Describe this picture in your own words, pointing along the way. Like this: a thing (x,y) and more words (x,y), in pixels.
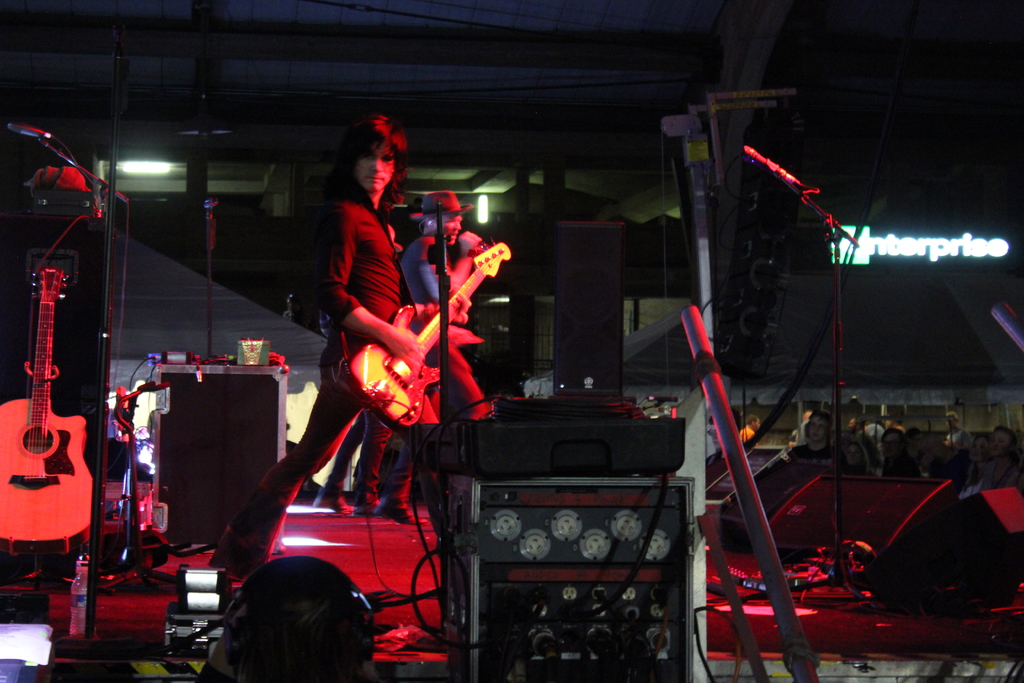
In this picture there are some people (405,455) standing on the stage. Man (360,248) is playing a guitar (409,369). Behind him there is another guy (420,226) wearing a hat (432,215) and singing in front of a microphone (462,245). There are some speakers (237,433) and equipment (576,547) in front of a man (347,241). In the background (241,242) there is a wall (241,242).
